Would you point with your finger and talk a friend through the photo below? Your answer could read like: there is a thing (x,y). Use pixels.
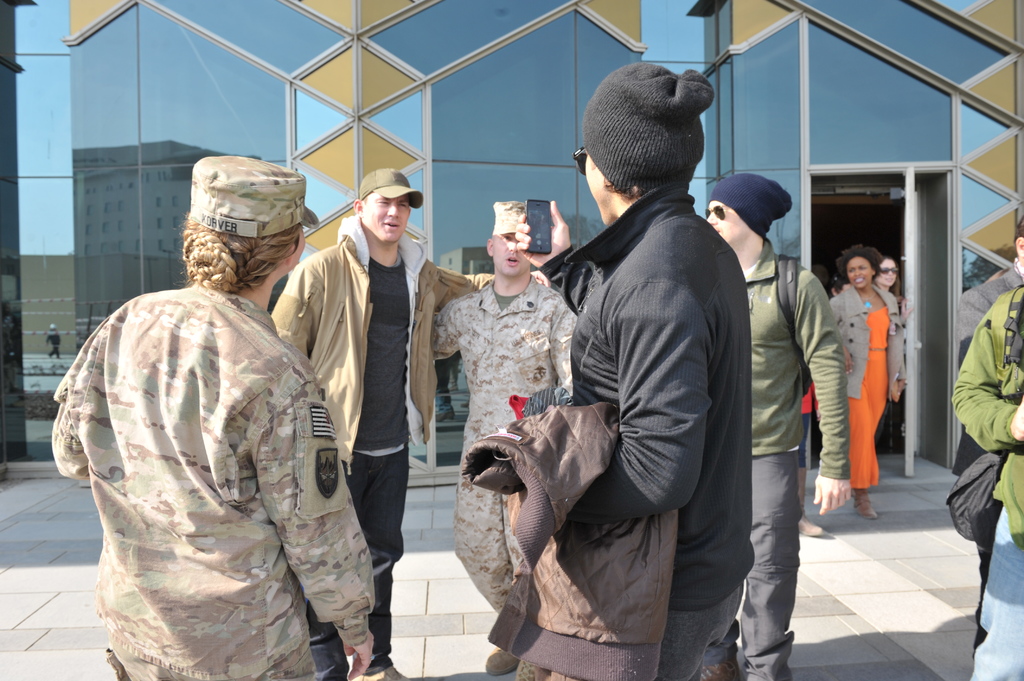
In this image we can see persons (501,538) standing on the floor (22,594). In the background (33,217) there is a building (564,101) with glasses (143,171).
